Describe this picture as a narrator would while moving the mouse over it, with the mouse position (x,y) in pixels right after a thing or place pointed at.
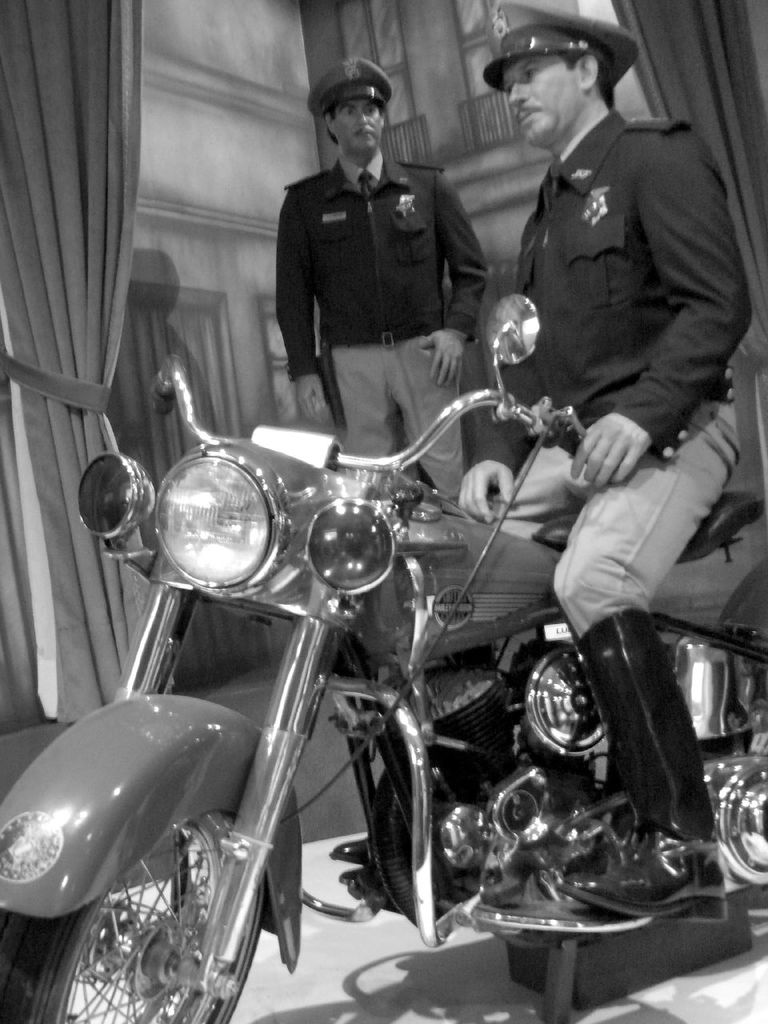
In this image a person (616,458) is sitting on a bike (45,977). At the back (334,138) a person (481,257) is standing by wearing a cap (337,94) on his head (362,126). On both sides of the image a curtain (763,6) is there and at the background of the image (184,53) there is a wall (170,21).
